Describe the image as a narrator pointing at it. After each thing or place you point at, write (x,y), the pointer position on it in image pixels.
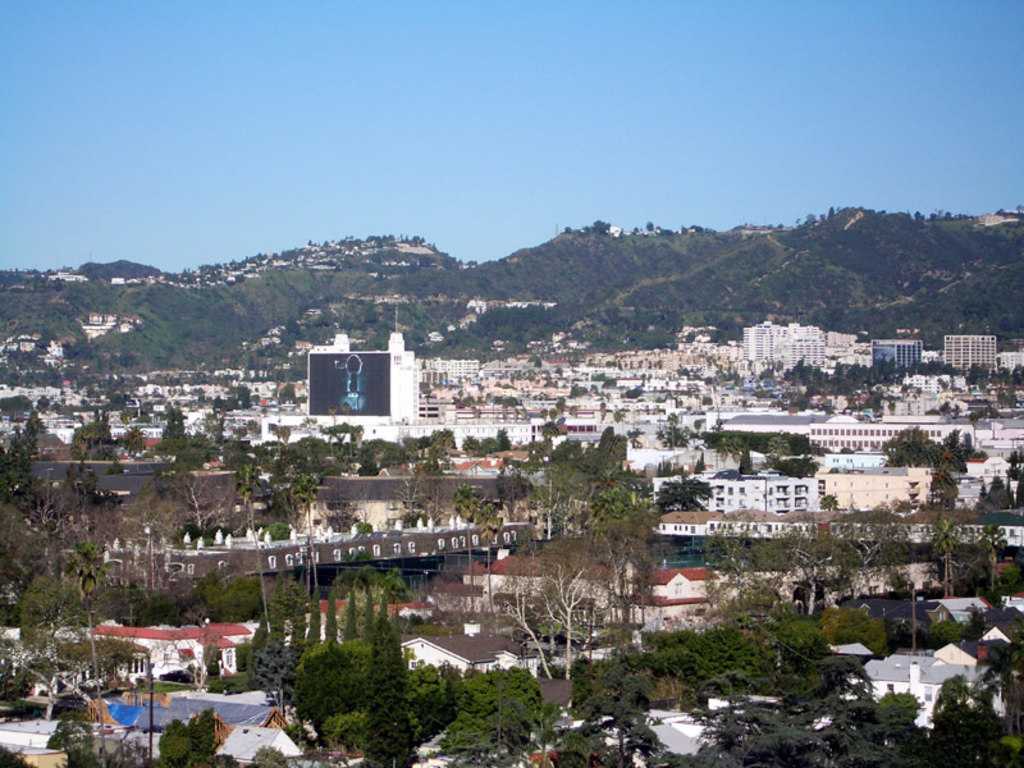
In this image we can see houses (114,429), trees (130,435), mountains (169,307), plants (545,622), light poles (146,532) and in the background (404,67) we can see the sky (268,72).
